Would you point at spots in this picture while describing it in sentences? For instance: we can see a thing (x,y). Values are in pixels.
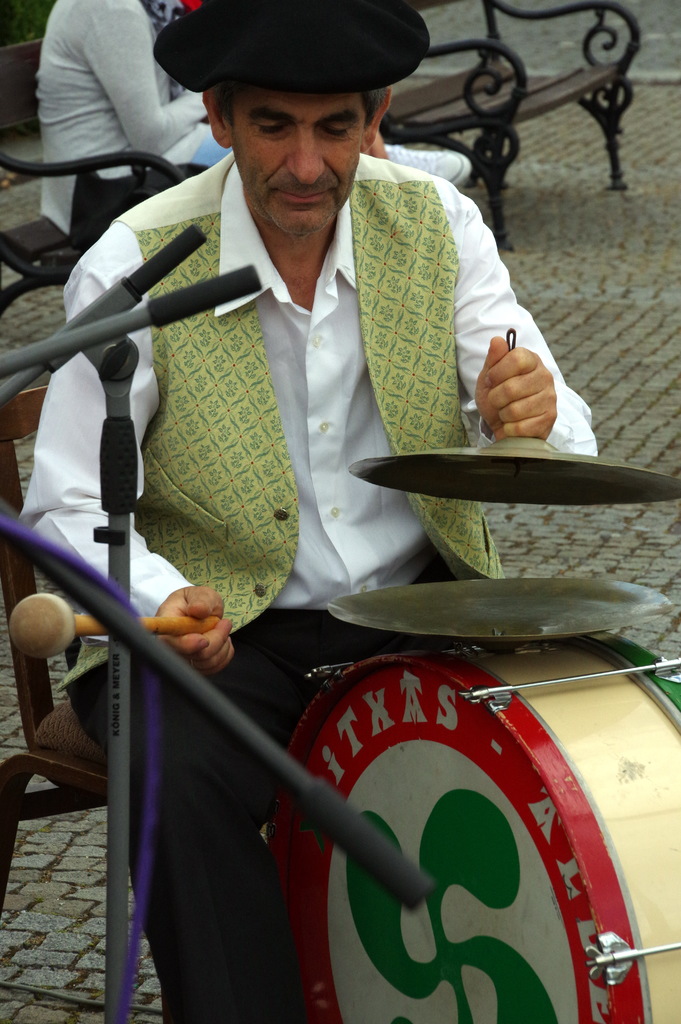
man (265,617) sitting on the chair (90,747) playing musical instrument (483,813), person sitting on the chair (6,166).
